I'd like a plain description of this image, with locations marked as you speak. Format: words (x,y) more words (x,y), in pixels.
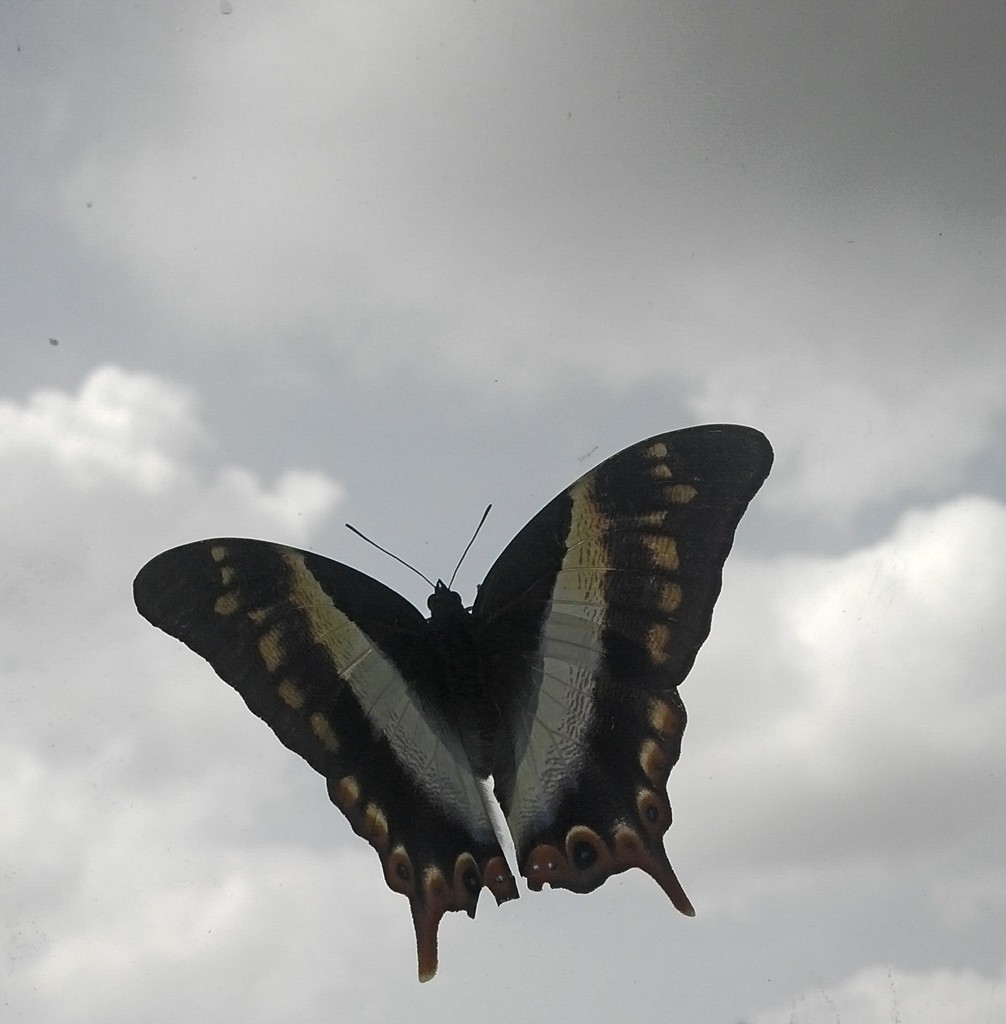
In this image there is a butterfly (537,702), in the background (340,6) there is the sky (547,134).
